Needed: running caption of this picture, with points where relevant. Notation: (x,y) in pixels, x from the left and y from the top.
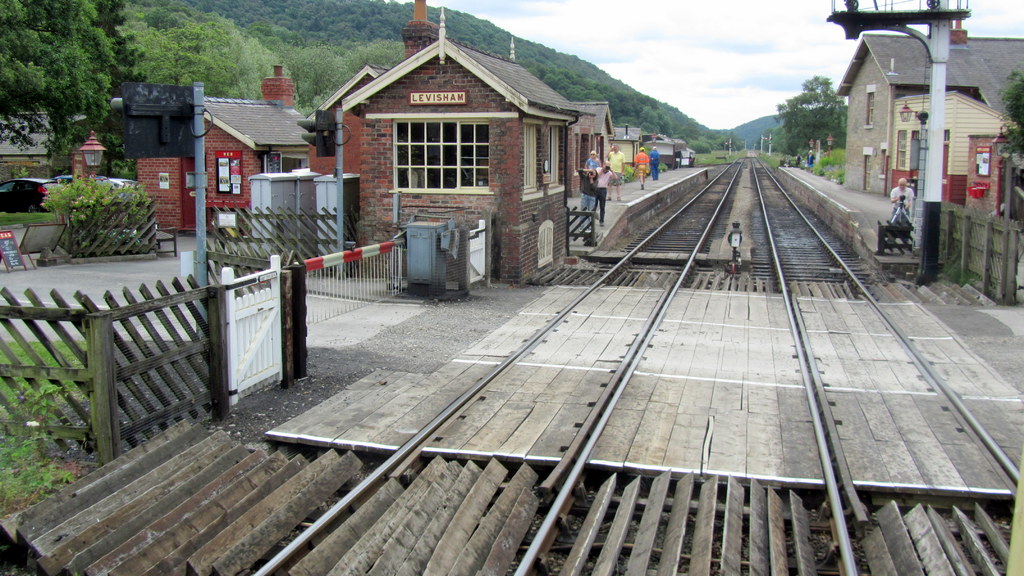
In the picture I can see houses (516,240), people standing on the platform (657,207), railway tracks (566,496), fence (297,314), poles (283,308) and some other objects (265,208) on the ground (510,296). In the background (677,90) I can see trees (642,126) and the sky (677,90).
